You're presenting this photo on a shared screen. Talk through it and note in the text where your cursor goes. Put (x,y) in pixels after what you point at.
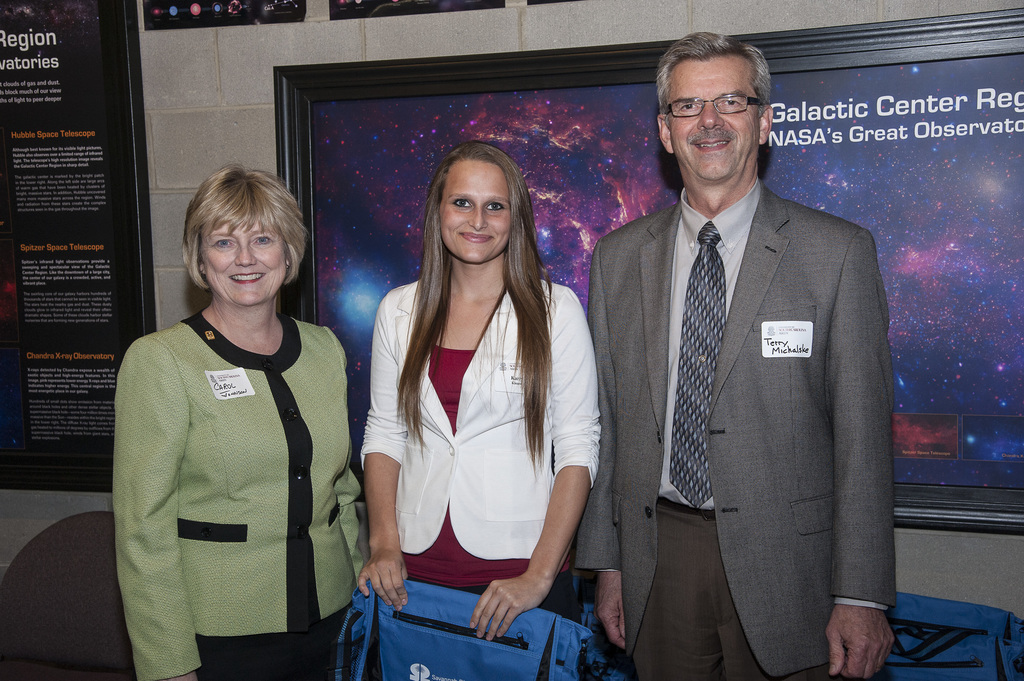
This image is taken indoors. In the background (216,99) there is a wall (219,98) with a few posters (104,148) and text (57,414) on them and there is a board (531,126) with a text (840,101) on the wall (959,556). In the middle of the image (404,378) two women (404,378) and a man (709,413) are standing on the floor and they are with smiling faces (703,117) and there is an empty chair (73,590).
